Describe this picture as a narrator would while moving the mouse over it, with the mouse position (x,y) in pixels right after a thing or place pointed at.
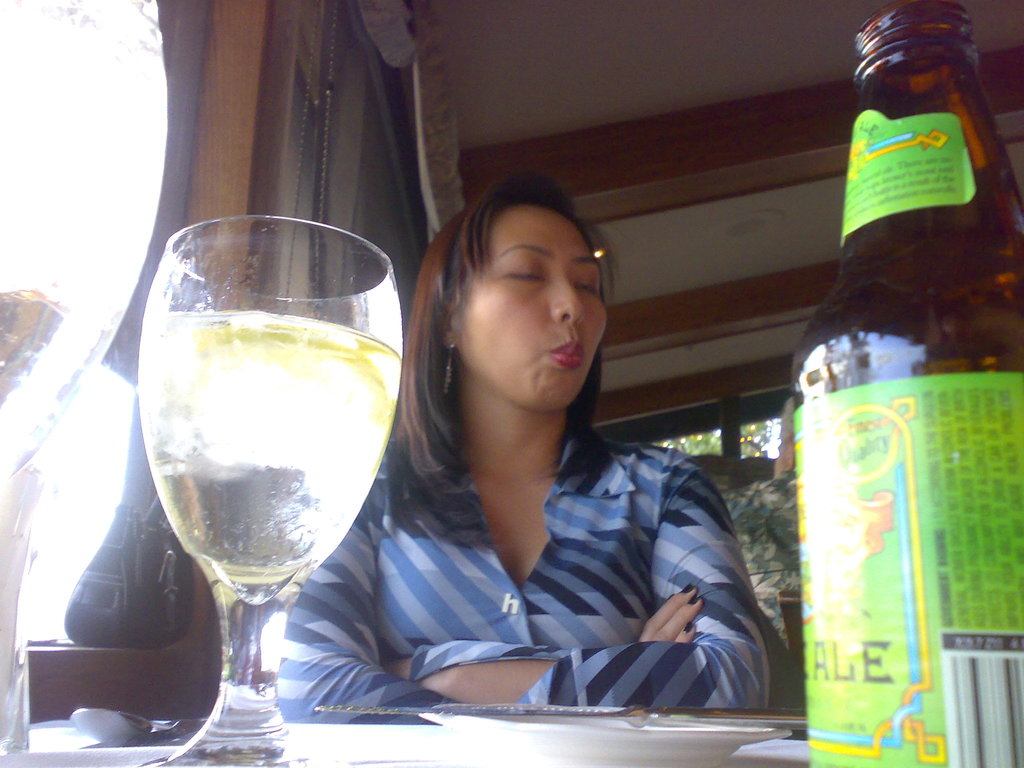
In this picture we can see woman (435,506) sitting on and in front of her we can see bottle (964,485) with sticker (811,581), glass (288,416) with drink (288,390) in it and in background (397,75) we can see window (711,426), wall (585,205).
